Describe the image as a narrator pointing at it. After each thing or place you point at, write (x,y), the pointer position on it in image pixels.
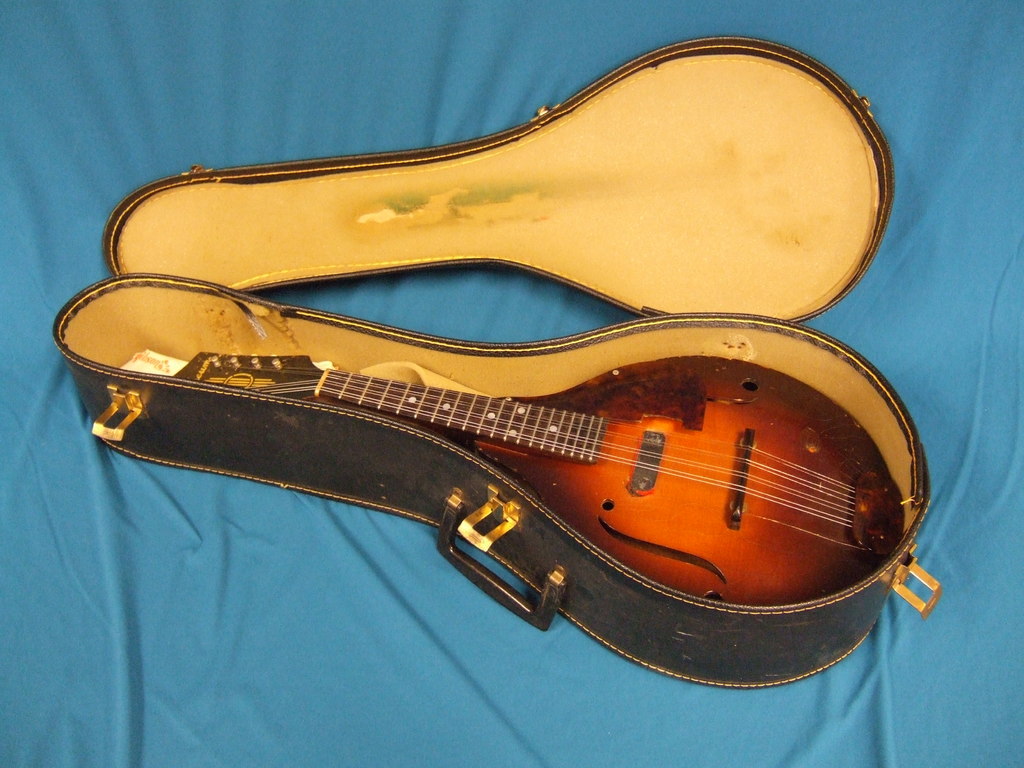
A mandolin (344,372) is kept in its box (581,361). The lid (680,119) is beside it.
